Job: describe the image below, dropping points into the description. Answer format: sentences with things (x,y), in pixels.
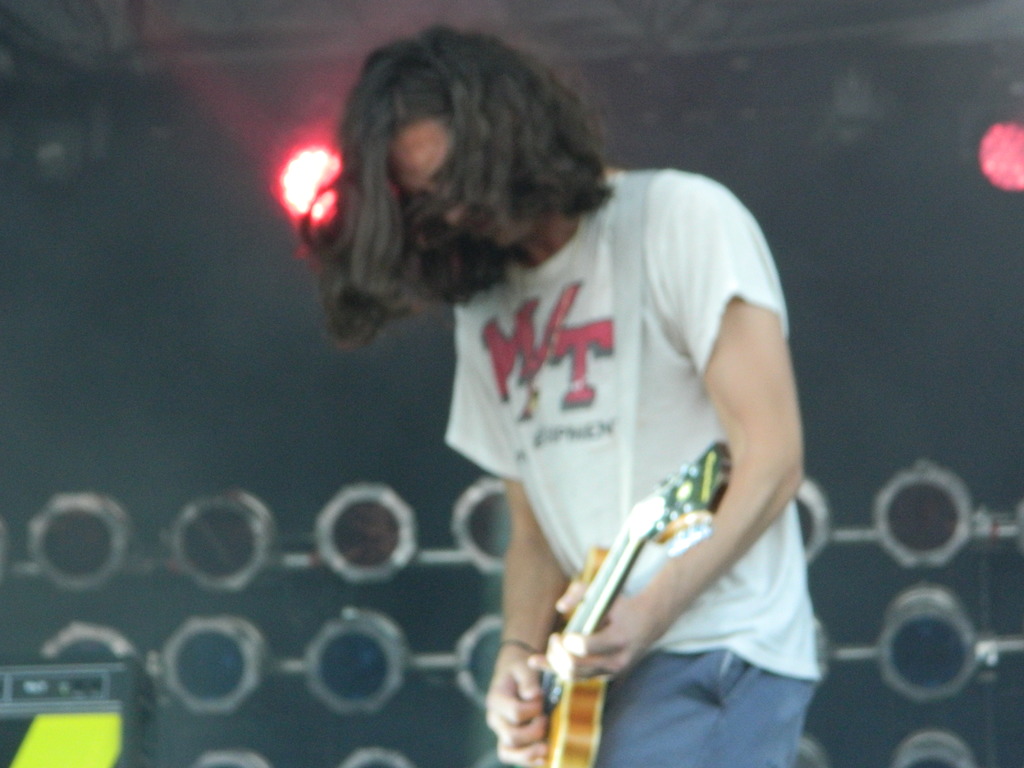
He is standing. He is playing guitar (690,480). We can see in the background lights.
